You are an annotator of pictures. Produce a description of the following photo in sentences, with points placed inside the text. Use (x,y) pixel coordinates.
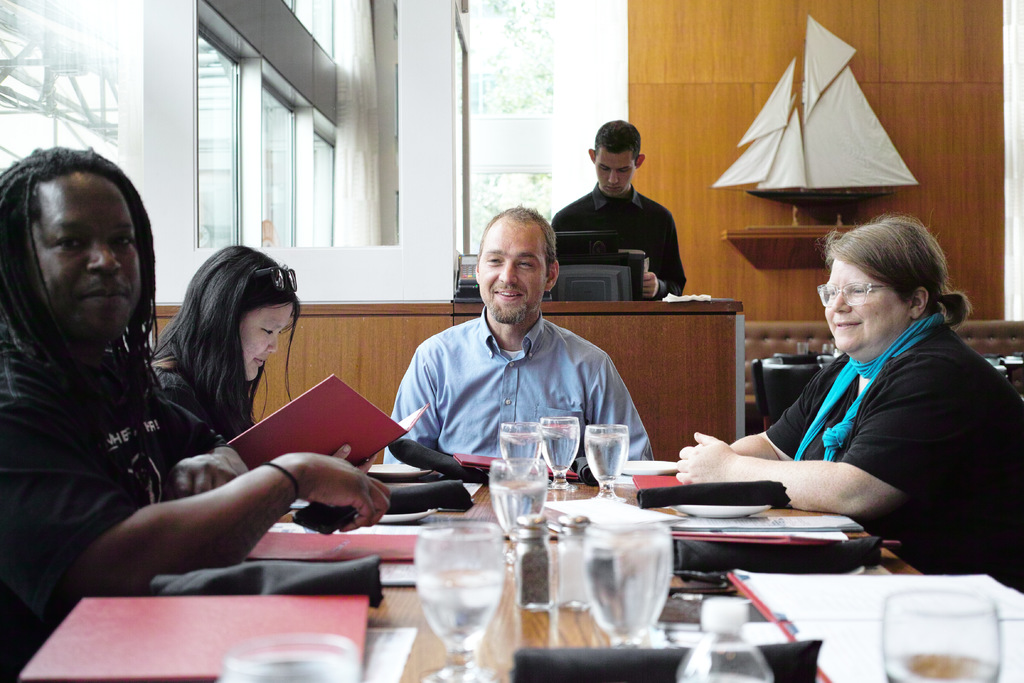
Here we can see four persons (846,385) are sitting on the chairs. There is a table (408,617). On the table (490,646) there are glasses (629,524), bottles (519,599), files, and papers (819,603). There is a man (652,279) standing on the floor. Here we can see a sofa (786,349) and a monitor (623,259). In the background (722,39) we can see wall (712,277), glasses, and objects (772,260).
